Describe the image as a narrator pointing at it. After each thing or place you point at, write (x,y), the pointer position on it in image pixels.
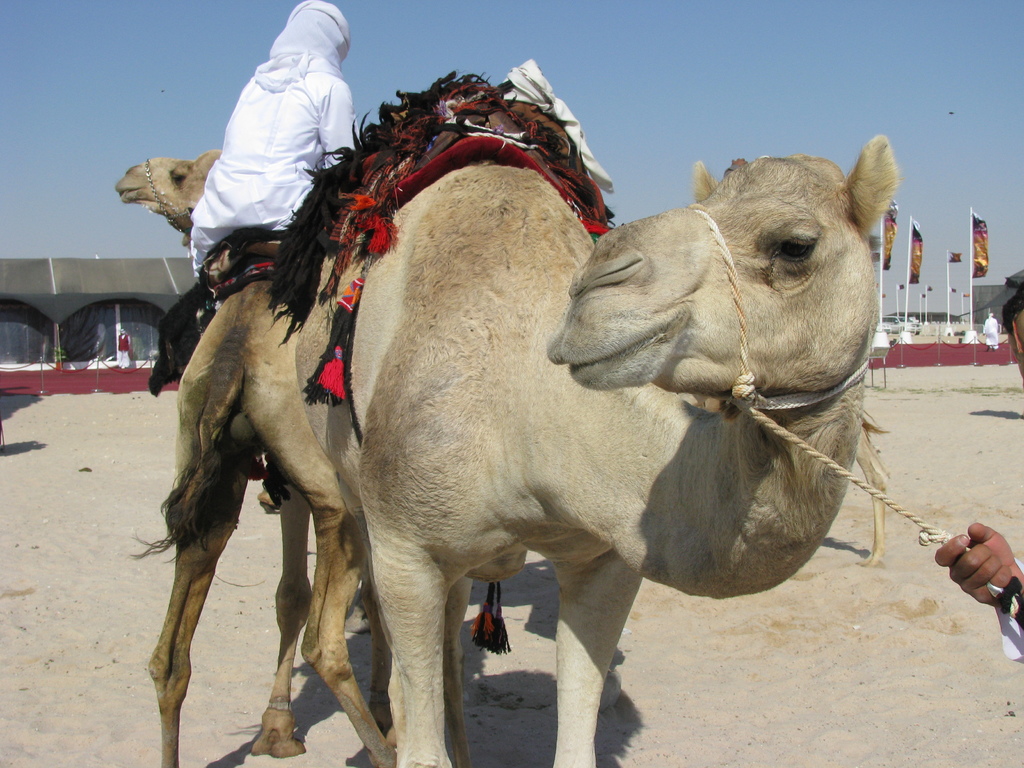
In the picture we can see a sand surface (652,767) on it, we can see two camels (550,373) are standing on it, we can see a person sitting and one person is holding a camel (690,322) with a rope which is tied to it and in the background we can see some flags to the poles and behind it we can see a sky (520,24).
